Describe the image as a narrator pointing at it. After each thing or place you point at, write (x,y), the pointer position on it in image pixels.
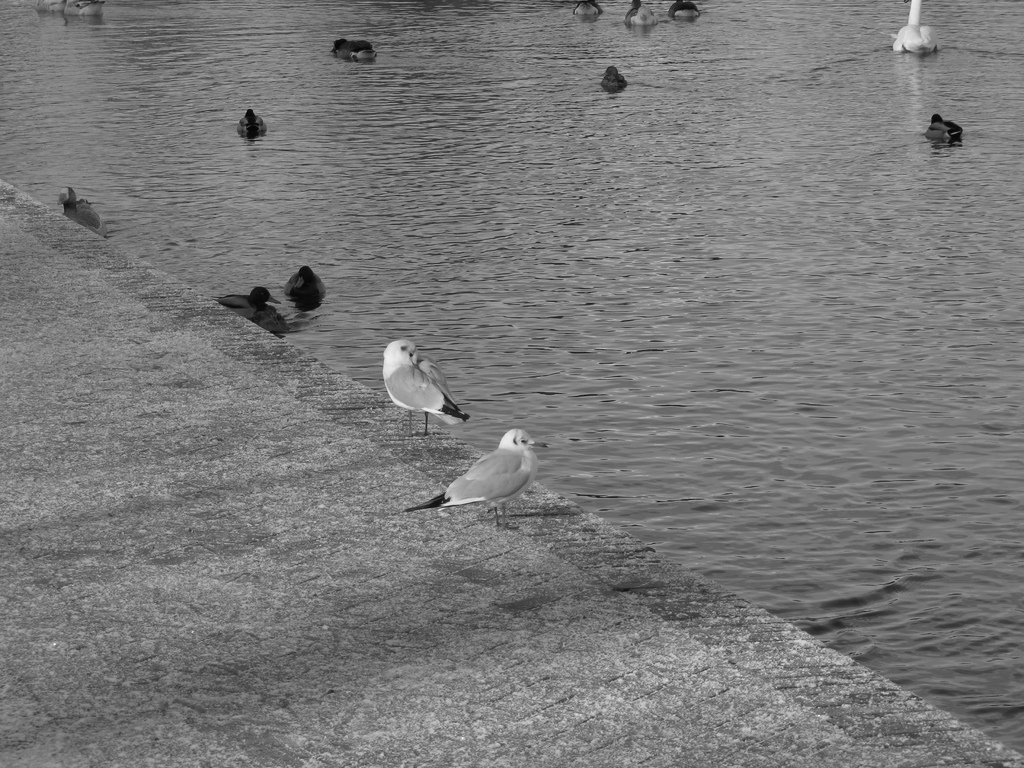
In this given image, We can see a water (578,342), few birds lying on a water (720,69) after that, We can see two birds (510,475) standing on a floor (461,590).
